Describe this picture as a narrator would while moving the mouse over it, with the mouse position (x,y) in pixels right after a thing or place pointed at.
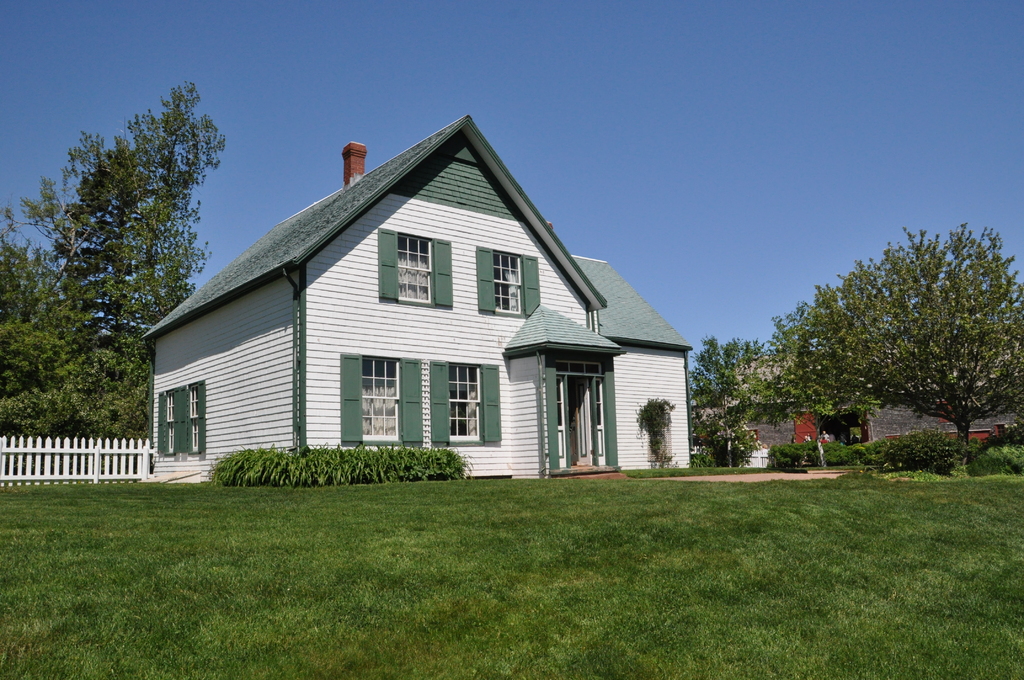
There is a beautiful house (446,318) and there is a white fencing (49,445) around the house (547,433), there is a lot of grass (360,554), some plants (341,467) and trees (863,343) in front of the house (436,328) and behind the house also there are few trees (149,191), in the background (687,197) there is a sky (782,317).
